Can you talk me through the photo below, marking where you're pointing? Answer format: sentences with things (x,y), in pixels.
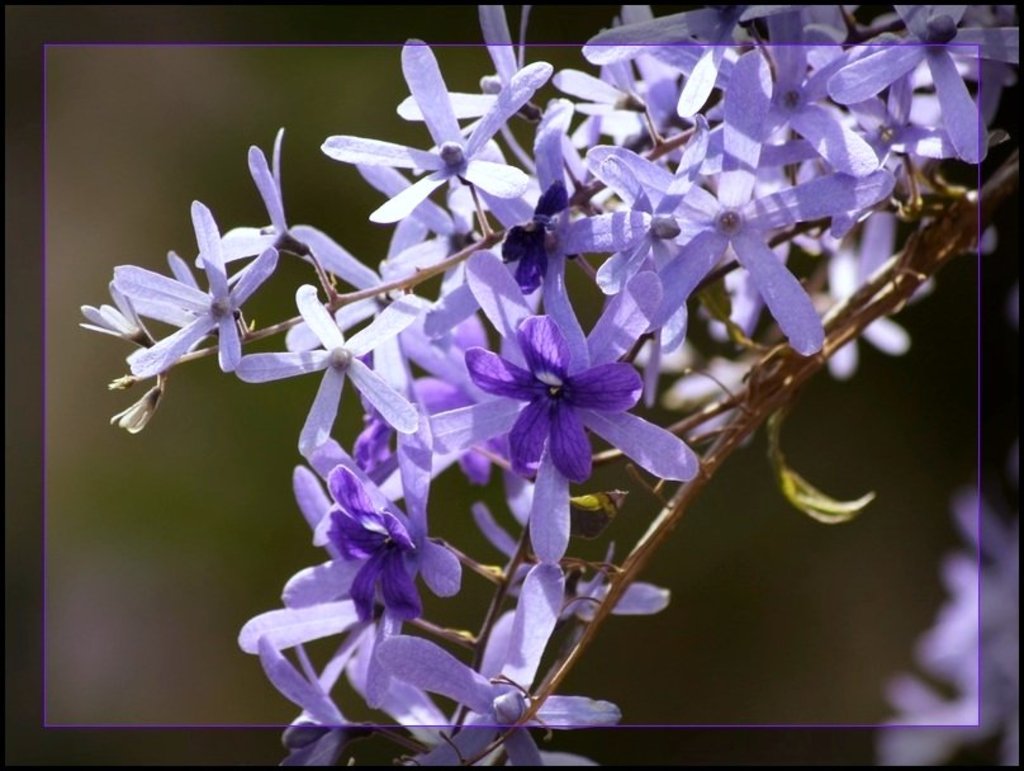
These are the lavender flowers (569,309) which are in purple color.
